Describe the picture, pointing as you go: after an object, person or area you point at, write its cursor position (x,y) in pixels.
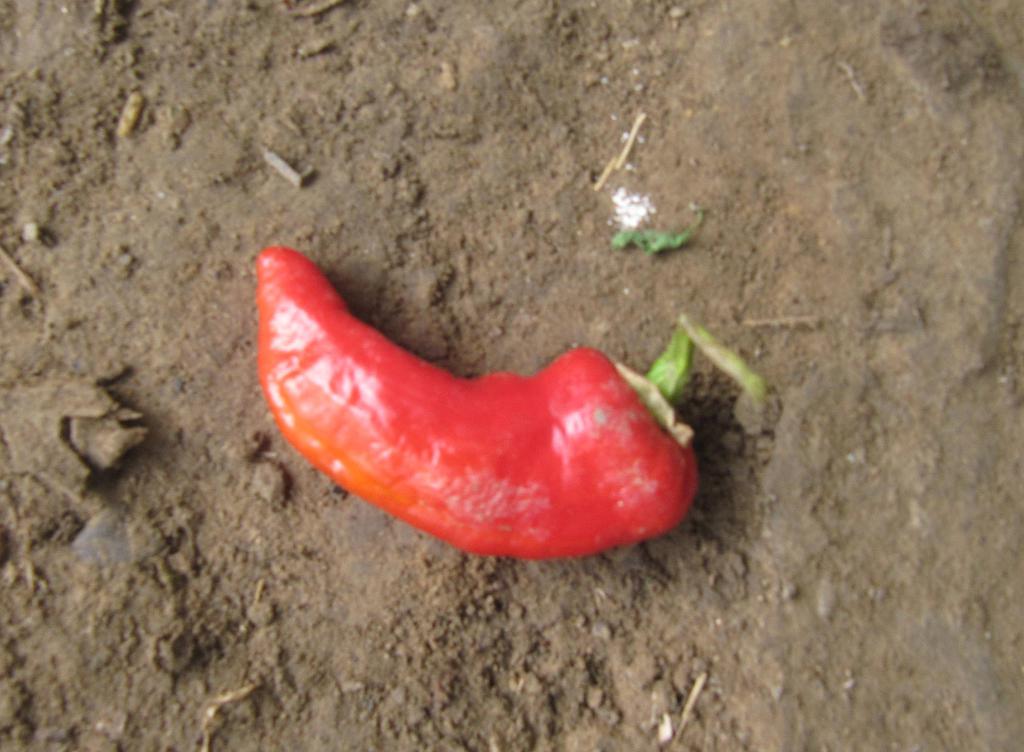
In this image I can see the chilli (686,500) in red color and the chilli (559,553) is on the ground (114,398) and I can see the brown color background (678,562).
